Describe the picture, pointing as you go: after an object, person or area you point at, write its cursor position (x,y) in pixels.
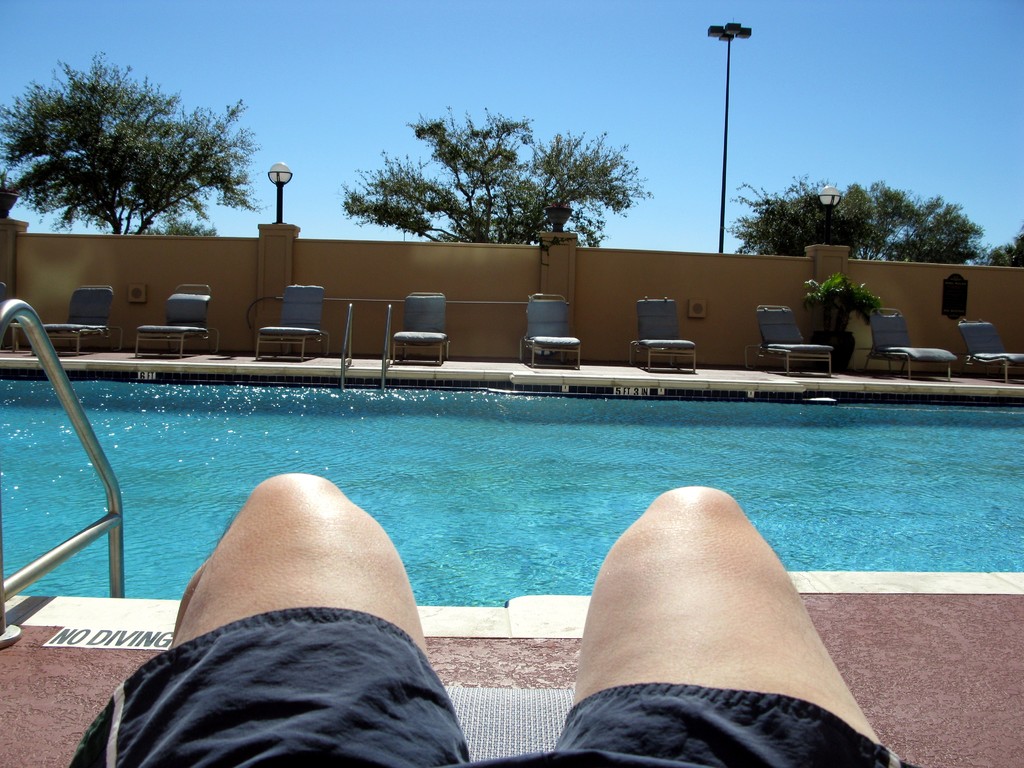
In this picture we can see legs (286,583) of a person (338,580), in front of the person (324,579) we can find few metal rods (94,451), water (181,461), chairs (822,349) and few lights (826,239), in the background (432,161) we can see few trees (634,188) and a pole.
